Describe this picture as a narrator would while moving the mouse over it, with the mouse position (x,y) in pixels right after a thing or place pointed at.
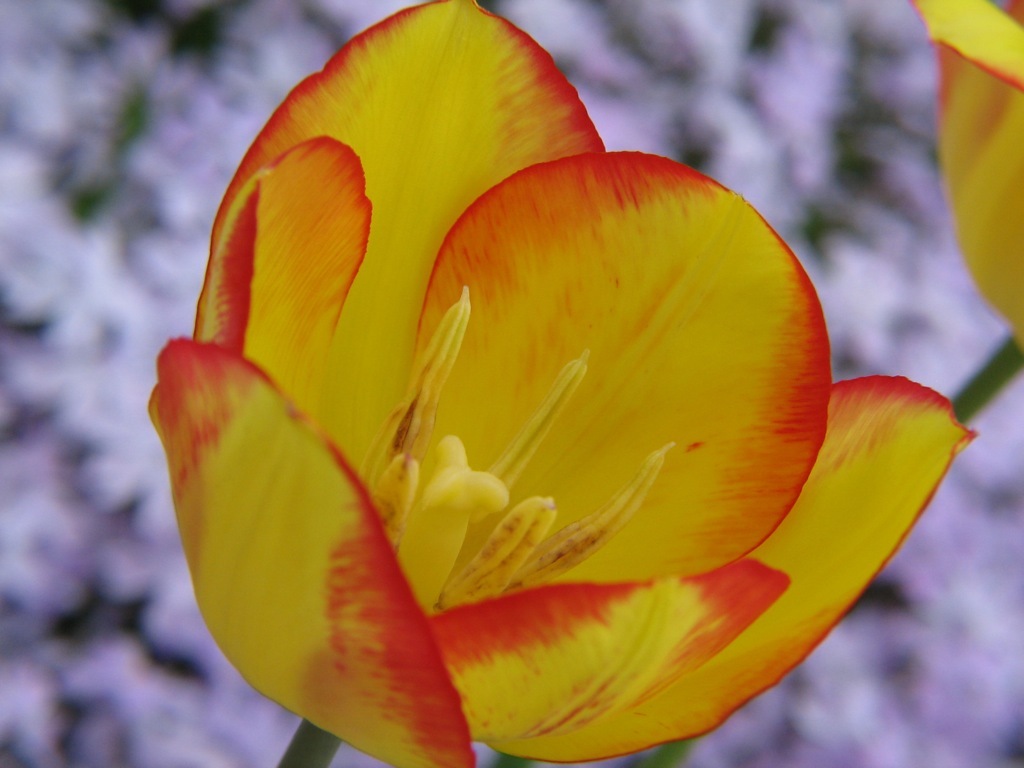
In this image we can see a flower (447,416). In the background (1010,167) on the right side (1010,167) there is a flower (990,233) and the image is blur but we can see objects (188,295).
